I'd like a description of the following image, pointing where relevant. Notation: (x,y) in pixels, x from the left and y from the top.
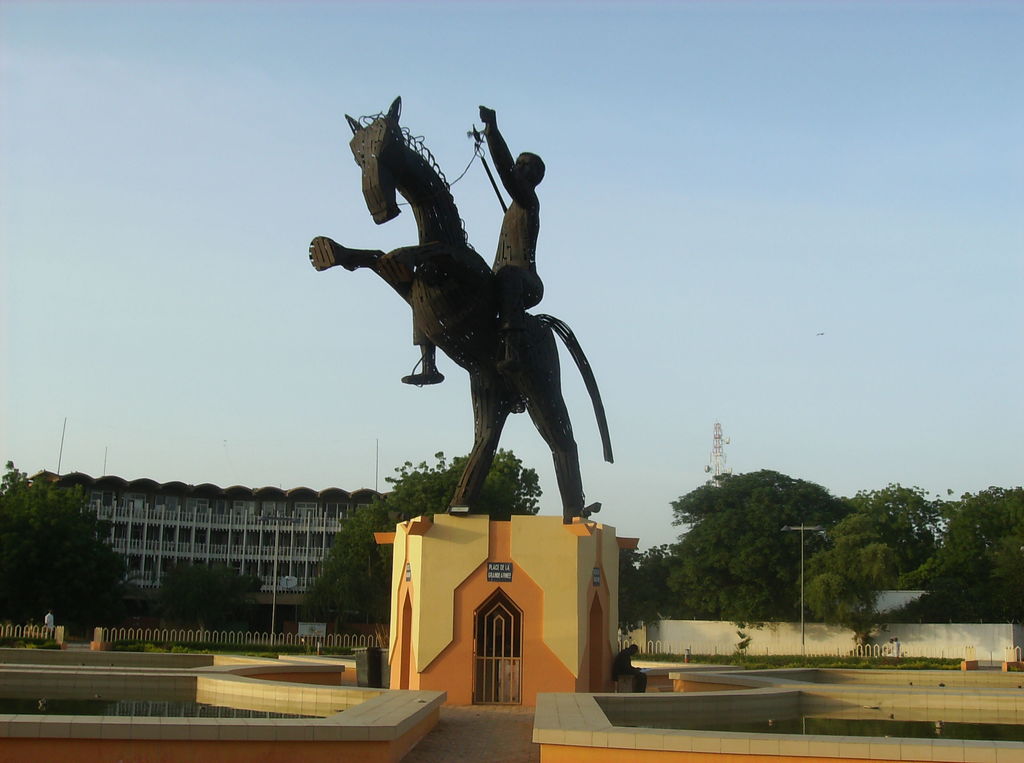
In this image we can see a statue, house (522,660), person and other objects (385,671). In the background of the image (15,543) there are buildings (281,577), trees (373,548), poles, fence (133,635) and other objects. At the bottom of the image (383,737) there are walls (201,753). At the top of the image (571,83) there is the sky (608,76).
